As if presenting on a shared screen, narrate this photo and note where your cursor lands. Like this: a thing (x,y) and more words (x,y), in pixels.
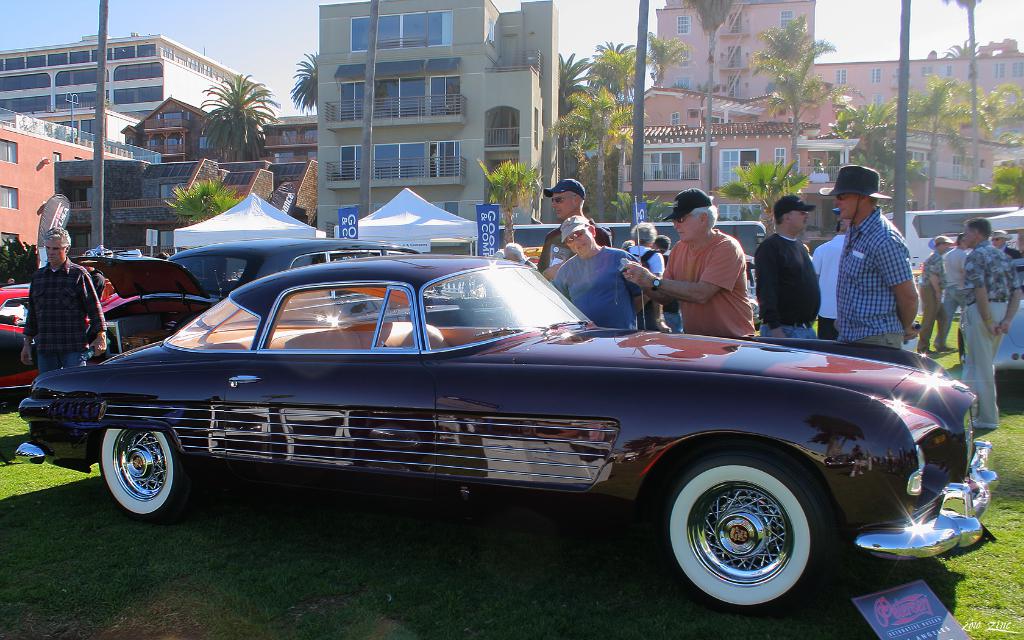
In this image there are a group of people (646,292) some cars (354,316), tents (318,237), boards (495,246) and at the bottom (665,634) there is grass (1008,477). And in the background (915,131) there are some buildings (322,118), trees (602,154), poles (366,121), railing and at the top (865,20) there is sky (884,20).
